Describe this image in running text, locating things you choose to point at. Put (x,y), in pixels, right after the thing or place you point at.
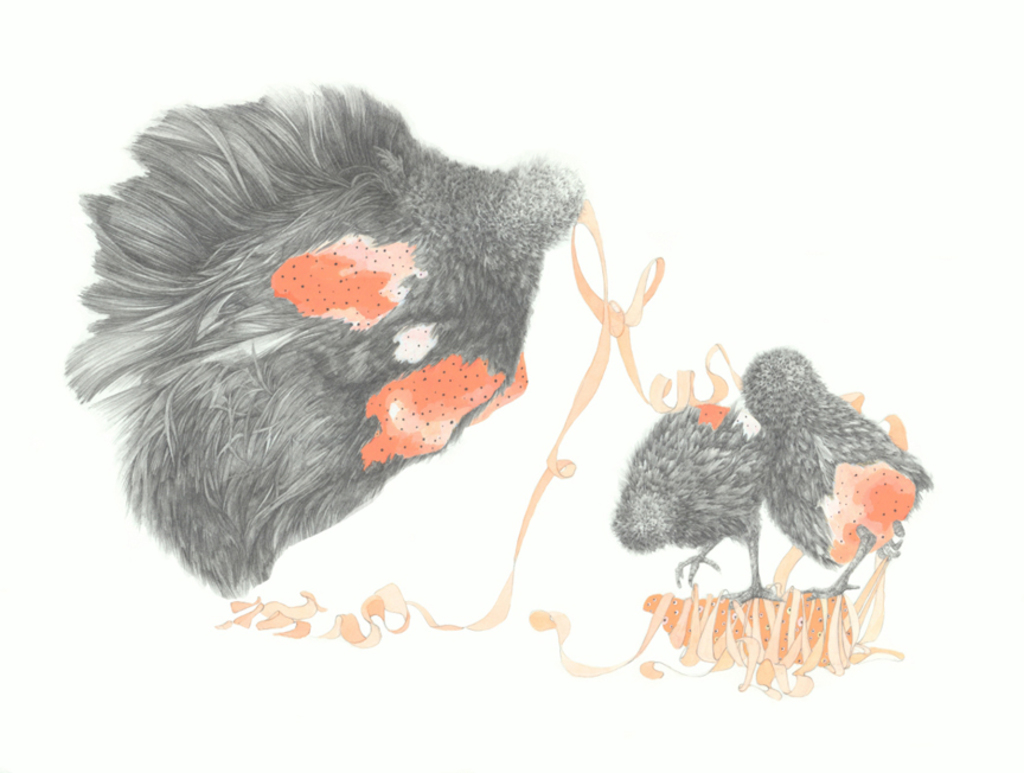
This picture shows art (512,226) on the paper (773,290). We see a hen (460,386) and chickens (667,465). They are black and red in color.
